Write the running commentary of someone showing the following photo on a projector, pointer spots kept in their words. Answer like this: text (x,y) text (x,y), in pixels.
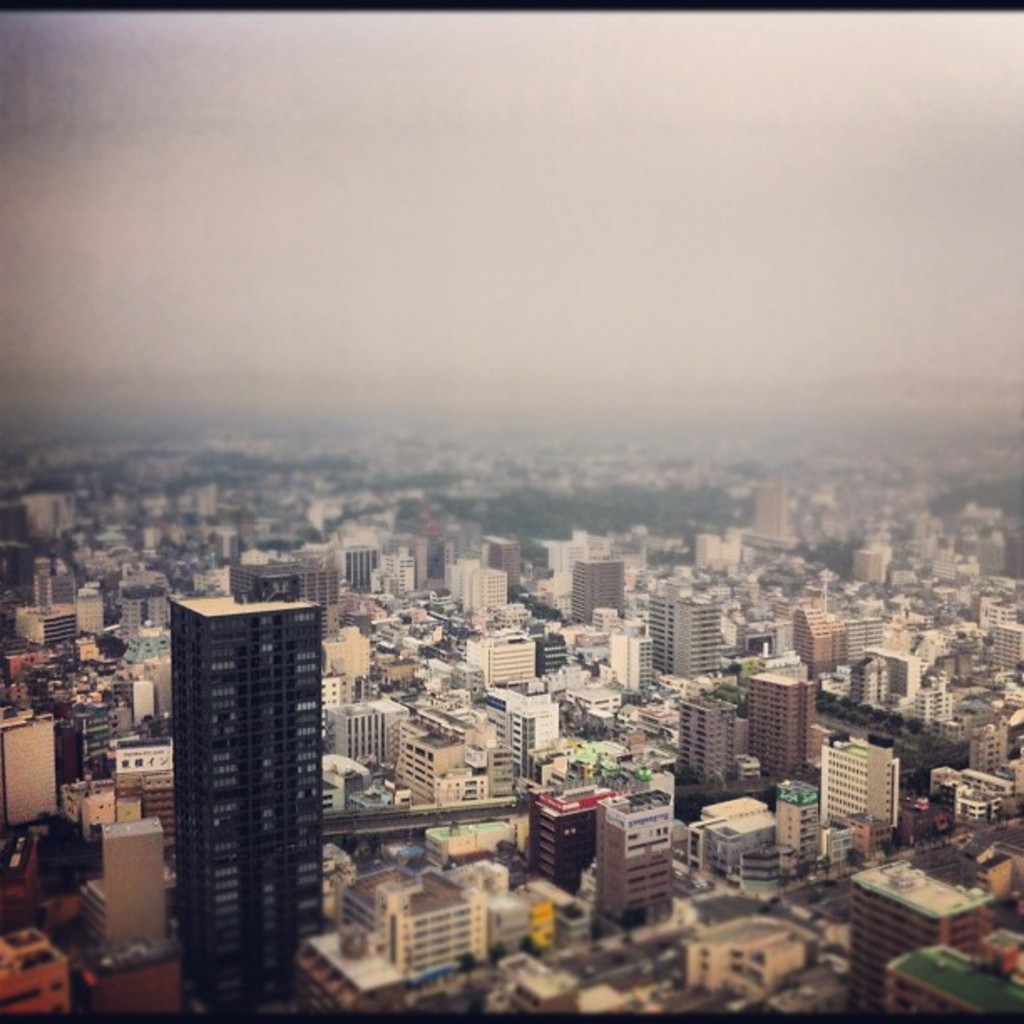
In this picture we can see buildings (223,611), some greenery (533,547) and other objects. We can see the sky (604,171).
